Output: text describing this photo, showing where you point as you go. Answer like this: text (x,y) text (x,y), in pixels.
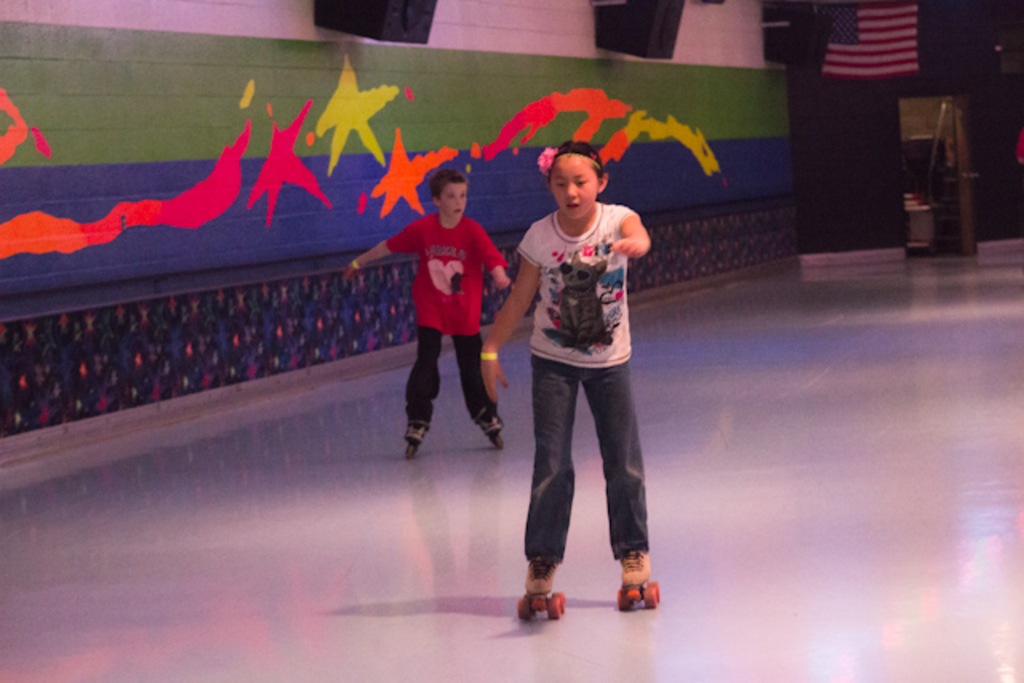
In this image, we can see two kids (600,380) on roller skates (638,575) and there is a floor (749,483), we can see a painted wall (452,144) and we can see a USA flag (831,58).
